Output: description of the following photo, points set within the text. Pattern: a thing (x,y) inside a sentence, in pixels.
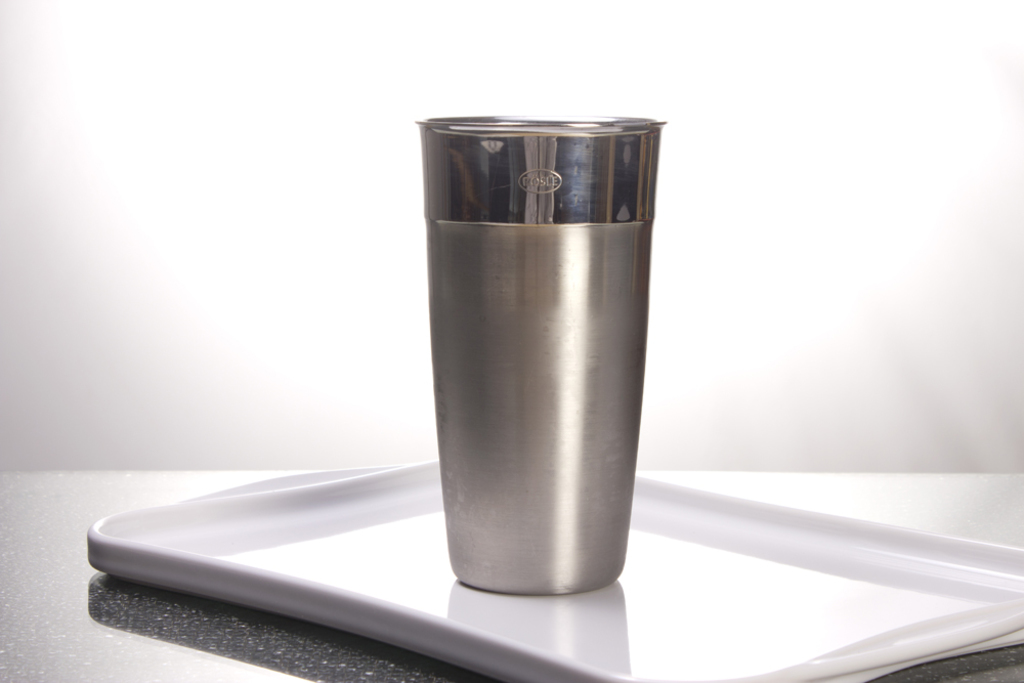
In this picture I can see a glass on the tray (338,493), which is on the table (79,650), and there is white background (798,95).
